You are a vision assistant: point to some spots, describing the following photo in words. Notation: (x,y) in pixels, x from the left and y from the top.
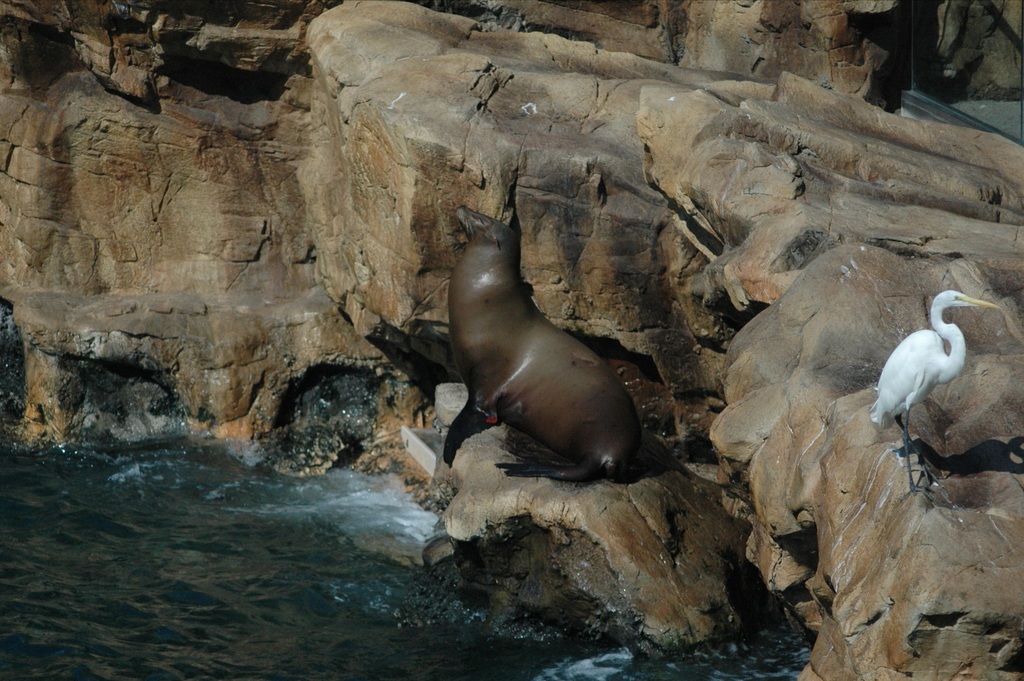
In the foreground of this image (517,333), there is a sea lion (507,291) and a crane (931,365) on the rock (813,487). At the bottom (238,595), there is water (231,573).
